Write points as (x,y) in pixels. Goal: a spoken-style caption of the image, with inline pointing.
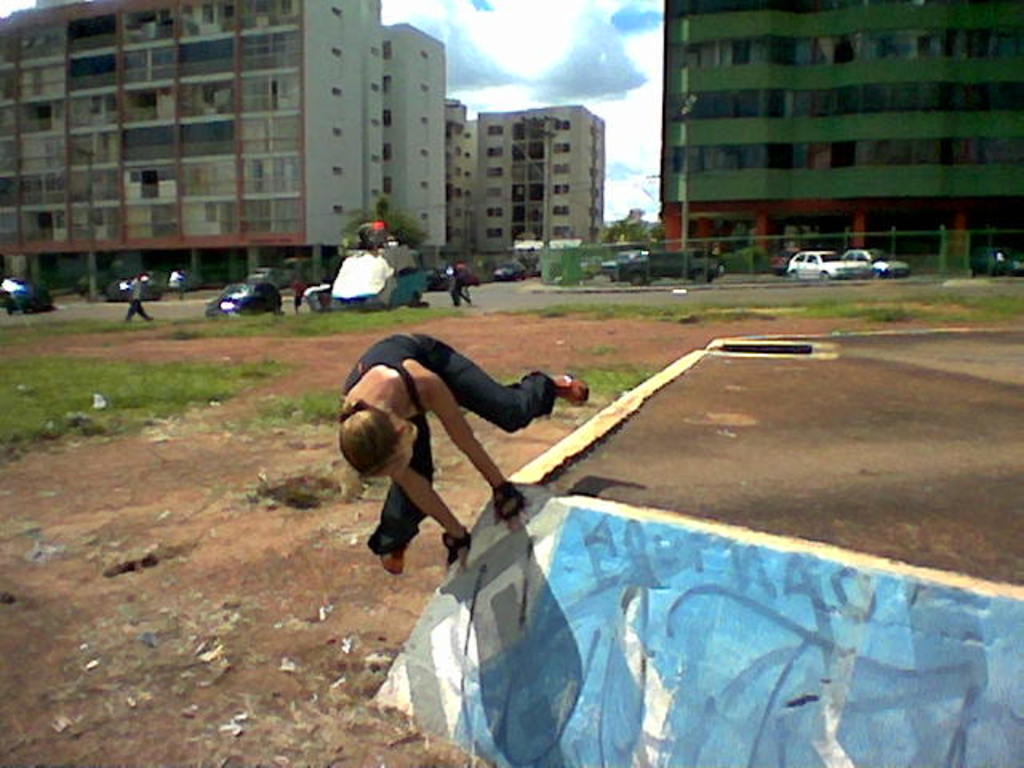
In this picture we can see a person (579,382) doing something on the ground (303,533). In the background (1010,171), we can see many buildings (263,165), vehicles (883,272) and trees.
